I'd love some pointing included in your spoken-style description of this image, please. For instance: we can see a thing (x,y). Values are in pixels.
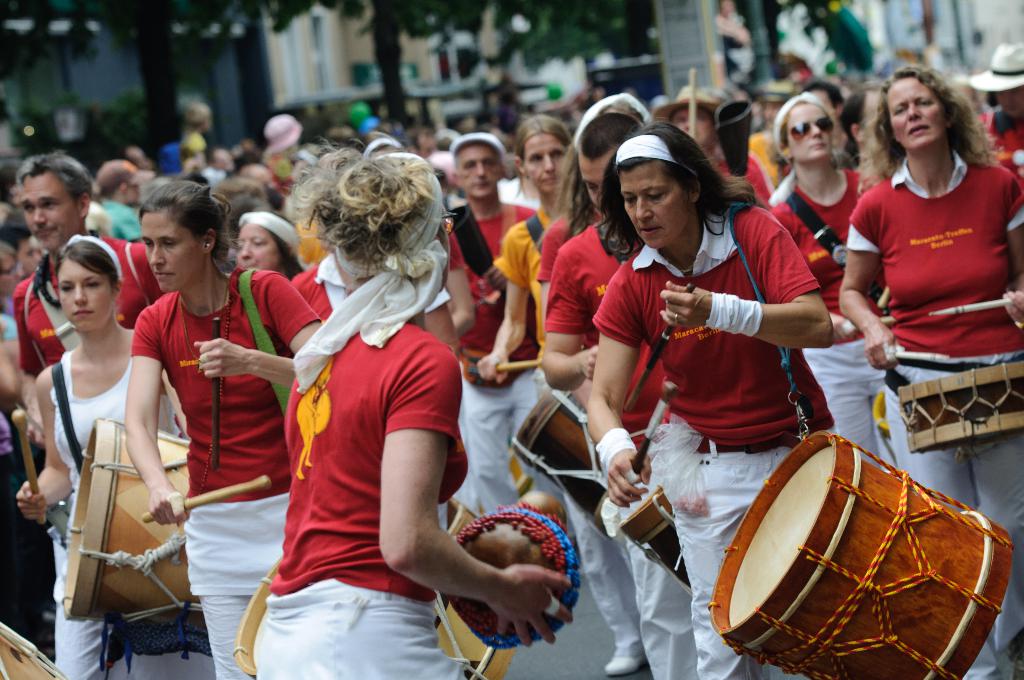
In this image i can see number of people (595,309) wearing red t shirt (703,353) and white pants (709,525) are standing and holding drums (800,525) and sticks (659,412) in their hands (626,458). In the background (973,41) i can see few buildings (973,41), few poles (693,47) and few trees (649,6).
